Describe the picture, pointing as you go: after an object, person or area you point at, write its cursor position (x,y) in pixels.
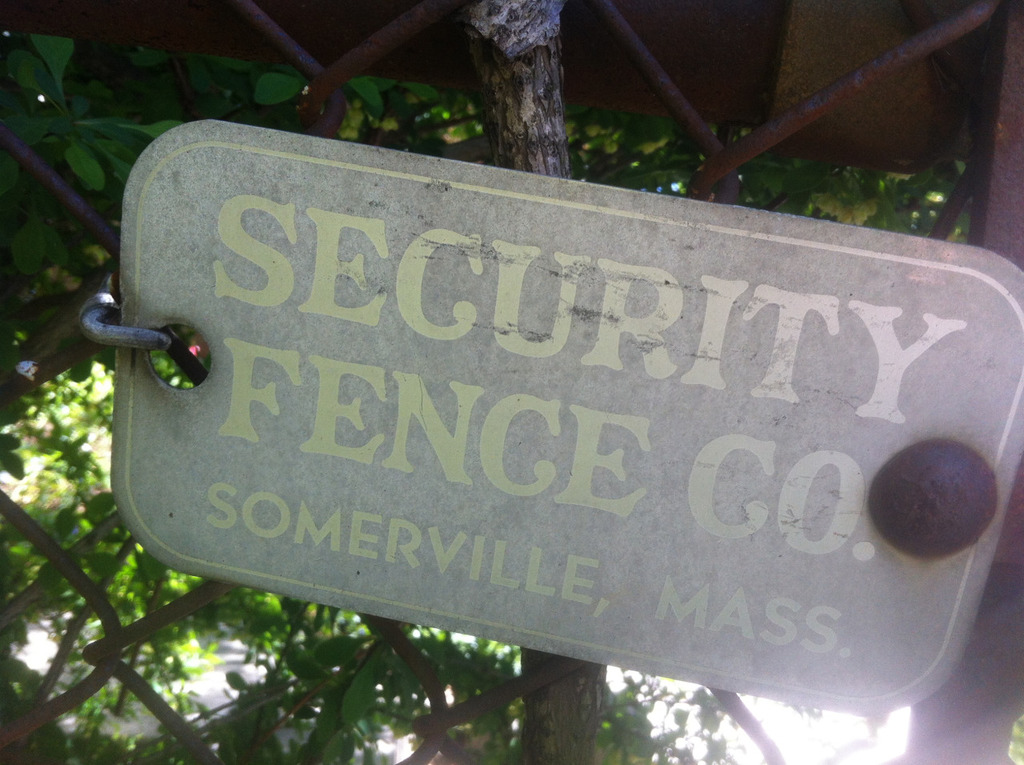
In this image we can see a board (438,458) in which there are some words (592,496) written, there is fencing (431,703) and in the background of the image (41,573) there are some trees (19,552).
